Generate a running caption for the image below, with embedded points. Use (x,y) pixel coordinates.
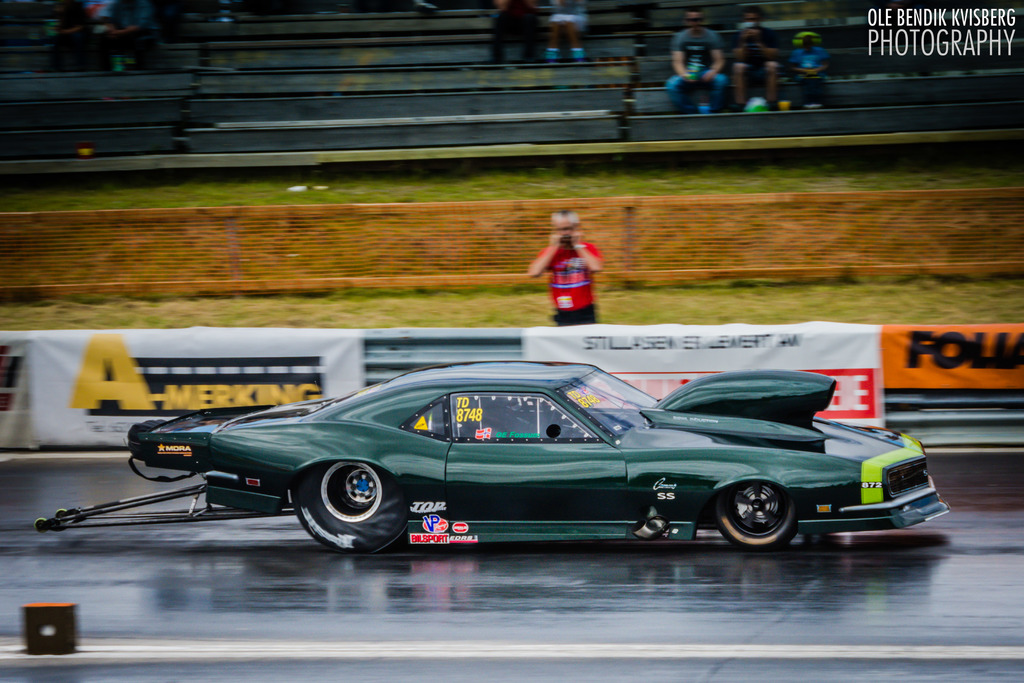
At the bottom of the image (374,492) there is a car (502,410) on the road (356,593). Behind the car (352,448) there are poster (603,350). Behind the posters (629,363) there is a man (566,293) standing. Behind the man (580,297) there is a wooden fencing (742,237). At the top of the image (746,40) there are few people (739,72) sitting on the bench (851,48). In the top right corner of the image (873,44) there is a name (892,22).
